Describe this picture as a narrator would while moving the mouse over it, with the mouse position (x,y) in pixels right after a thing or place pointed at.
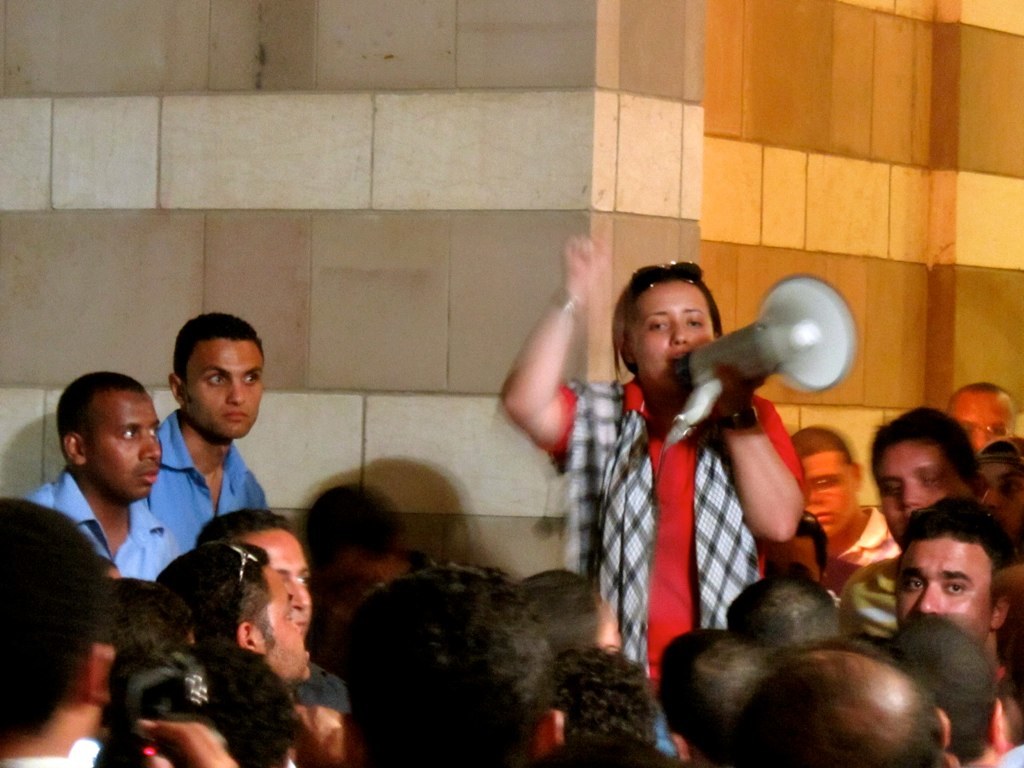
In the front of the image (258,479) there are people (663,621). Among them one person (733,395) is holding a speaker (698,367). In the background of the image (863,329) there is wall (842,213).
